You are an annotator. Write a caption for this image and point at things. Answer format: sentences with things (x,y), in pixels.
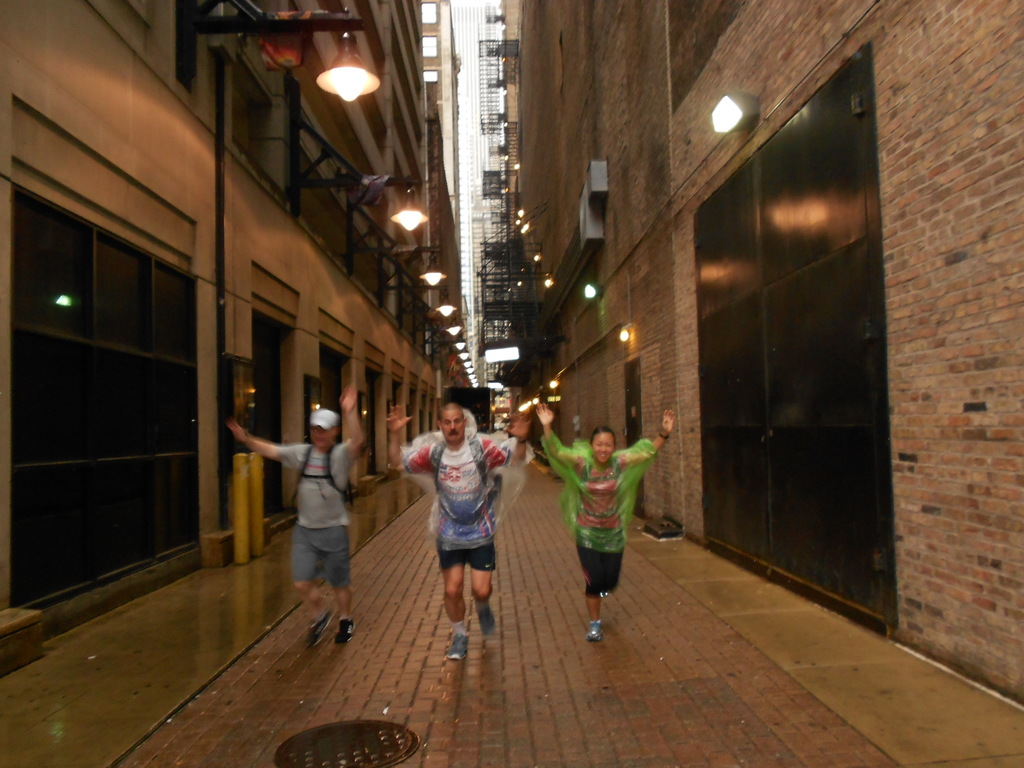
In this image I can observe few persons (438,502). On either side of the image there is building (665,346). In the middle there are lights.
